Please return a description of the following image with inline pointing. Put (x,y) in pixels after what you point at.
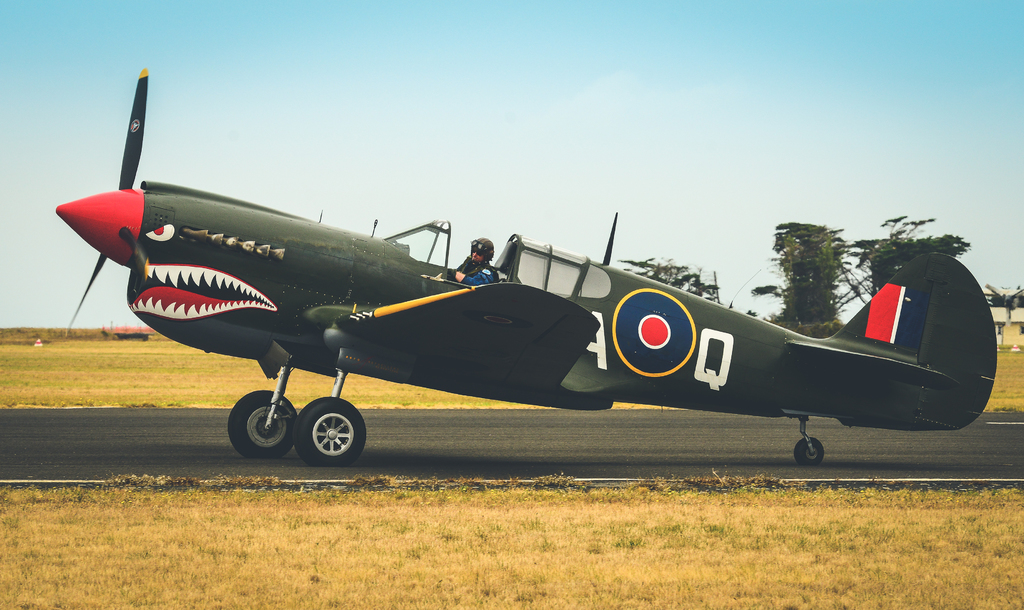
In this picture we can see an airplane (283,337) on the ground (394,415), here we can see a person (488,254), he is wearing a helmet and in the background (314,374) we can see an object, building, trees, grass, sky (497,243).
